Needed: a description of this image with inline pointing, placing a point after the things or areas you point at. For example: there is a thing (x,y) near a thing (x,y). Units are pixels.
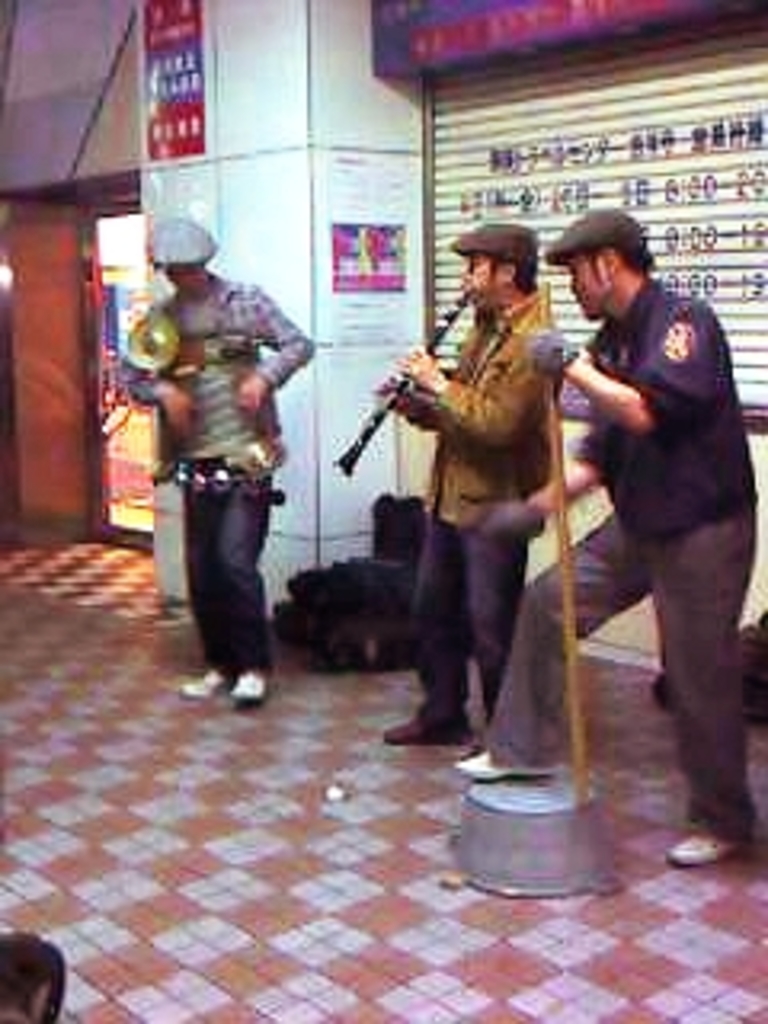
In this image there are people (615,472), shutter (598,204), posters (155,58), board (461,29), store (110,372) and objects (396,611). People (618,553) wore caps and holding objects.
